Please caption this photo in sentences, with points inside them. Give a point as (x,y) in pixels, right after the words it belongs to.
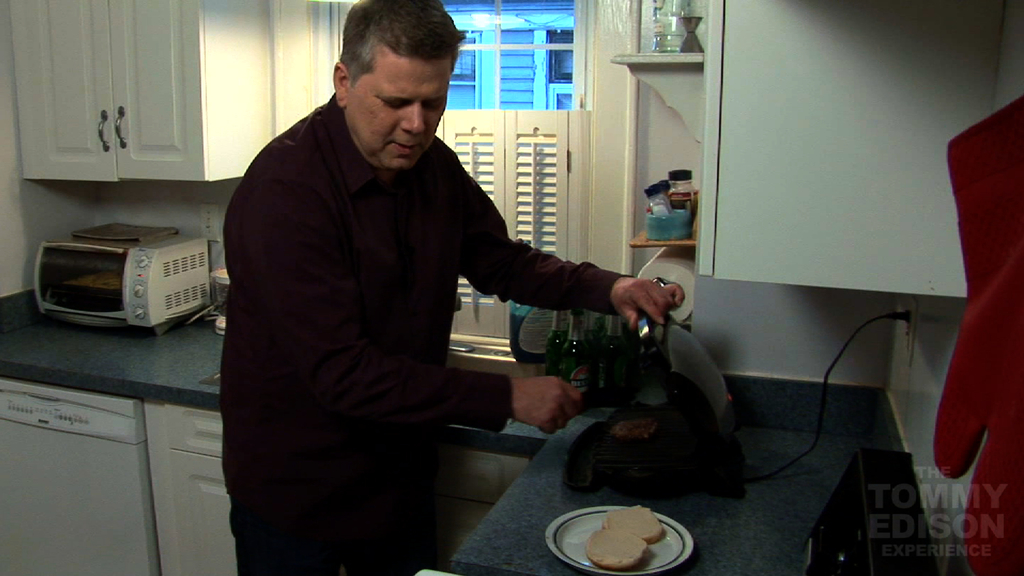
In this image, we can see a person (394,367) is holding a grill handle (640,334) and spatula (593,402). Here we can see food (605,524). There is a kitchen platform (156,369). Few bottles (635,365), machine (130,267), some objects (837,556) are placed on it. At the bottom (95,529), we can see machine (132,532), cupboard (202,489). Top of the image (540,183), there is a window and window shades (523,185). Few objects (663,193) are placed on the racks (694,91). Right side of the image (1003,191), we can see gloves (1016,385) and watermark (929,510).
